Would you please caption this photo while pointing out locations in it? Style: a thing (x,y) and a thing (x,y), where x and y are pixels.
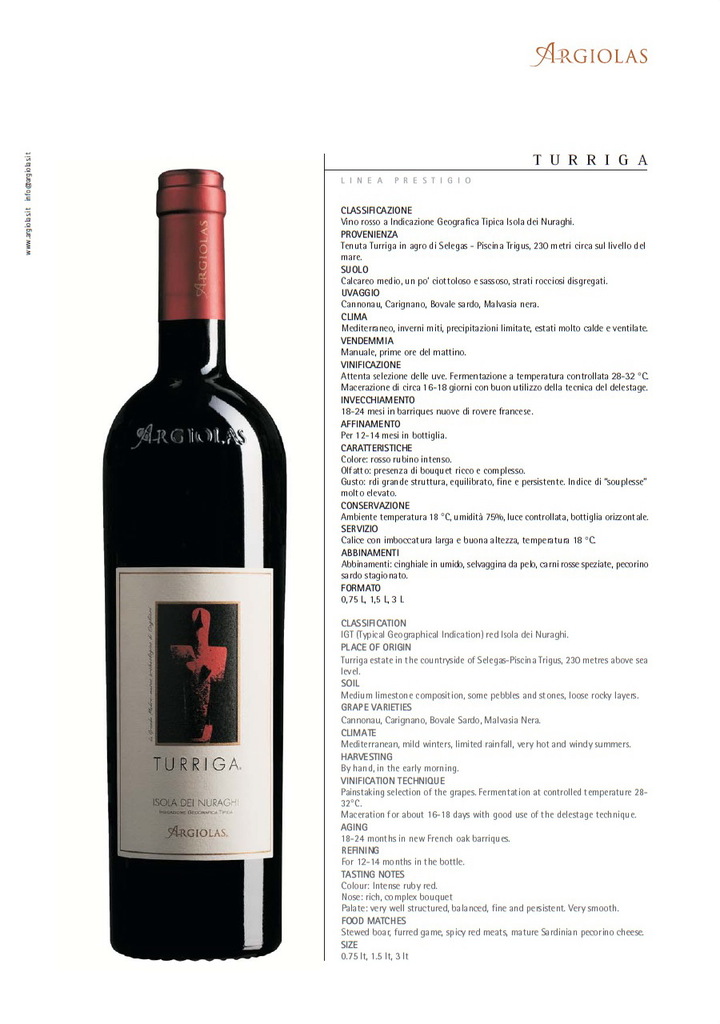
In this image we can see a paper (389,247). On the paper (555,131) there is a picture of a beverage bottle (206,898) and some text (409,563).
